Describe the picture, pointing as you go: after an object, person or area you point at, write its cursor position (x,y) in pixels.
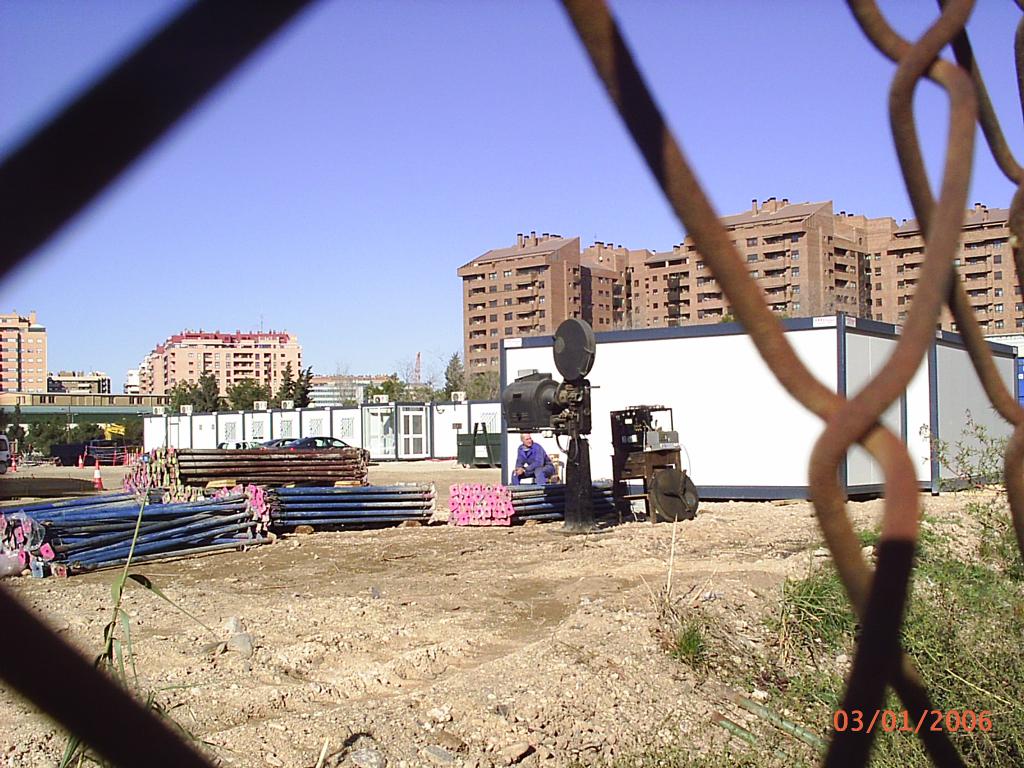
This image is clicked outside. There are buildings (20,364) in the middle (551,305). There are trees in the middle (447,387). There is a machine (580,346) in the middle (568,490). There is a person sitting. There is sky (406,195) at the top (391,235).
